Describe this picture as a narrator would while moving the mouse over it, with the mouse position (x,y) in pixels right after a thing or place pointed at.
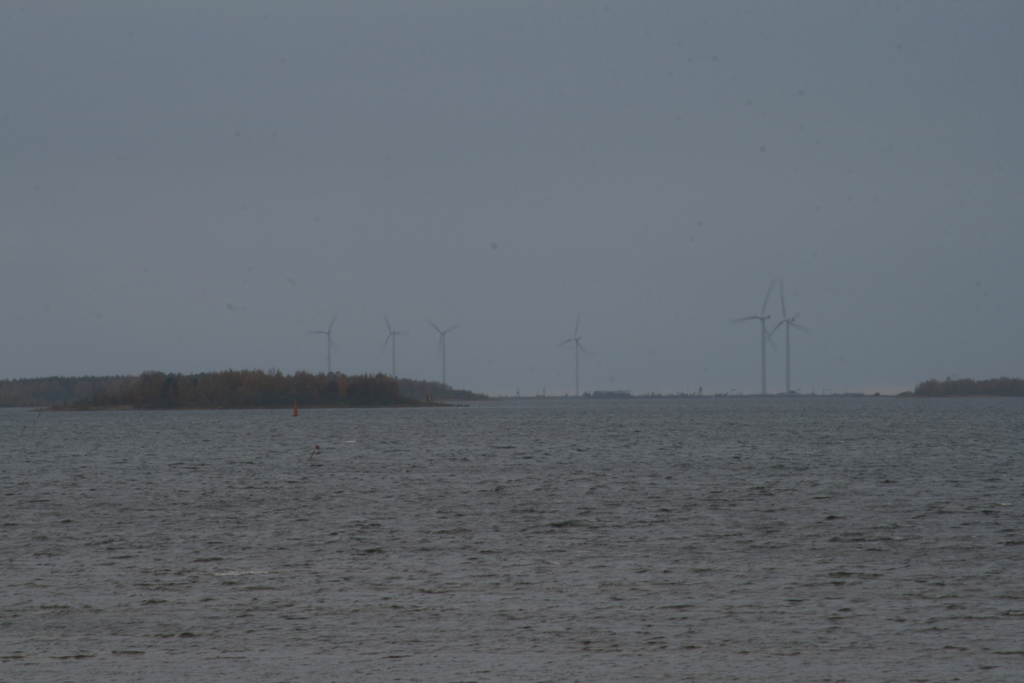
In this image we can see water (757,575), windmills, and trees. In the background (254,266) there is sky (635,237).
